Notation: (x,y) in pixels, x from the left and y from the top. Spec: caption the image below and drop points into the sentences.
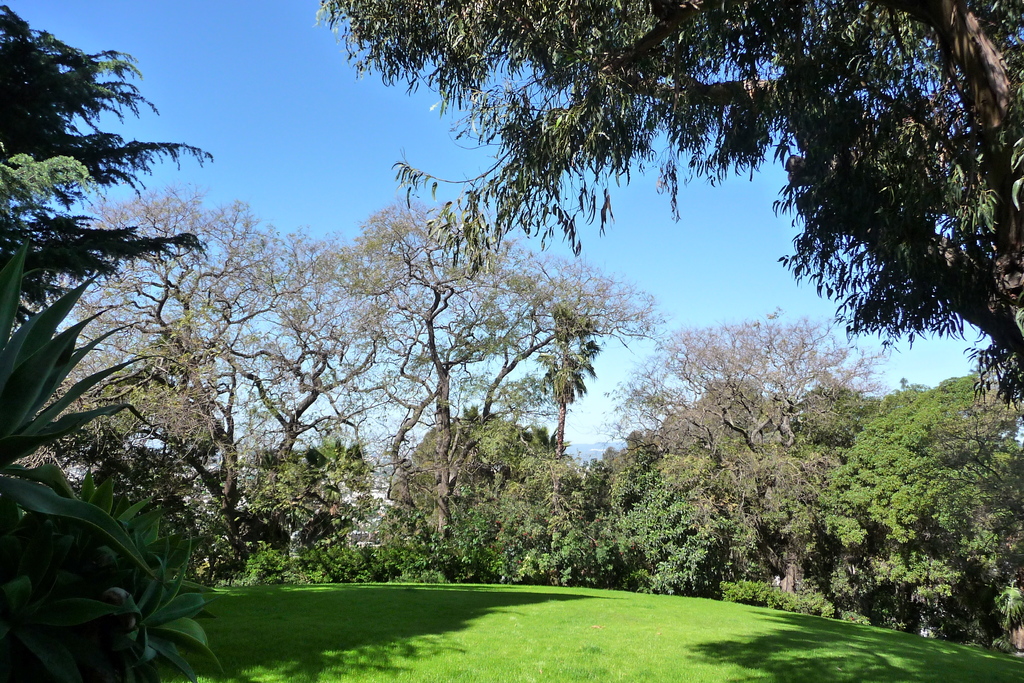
In this picture we can see many trees (467,447), plants (467,580) and grass (648,638). In the background (373,523) we can see the buildings (384,491). At the top (436,123) there is a sky (253,90).
